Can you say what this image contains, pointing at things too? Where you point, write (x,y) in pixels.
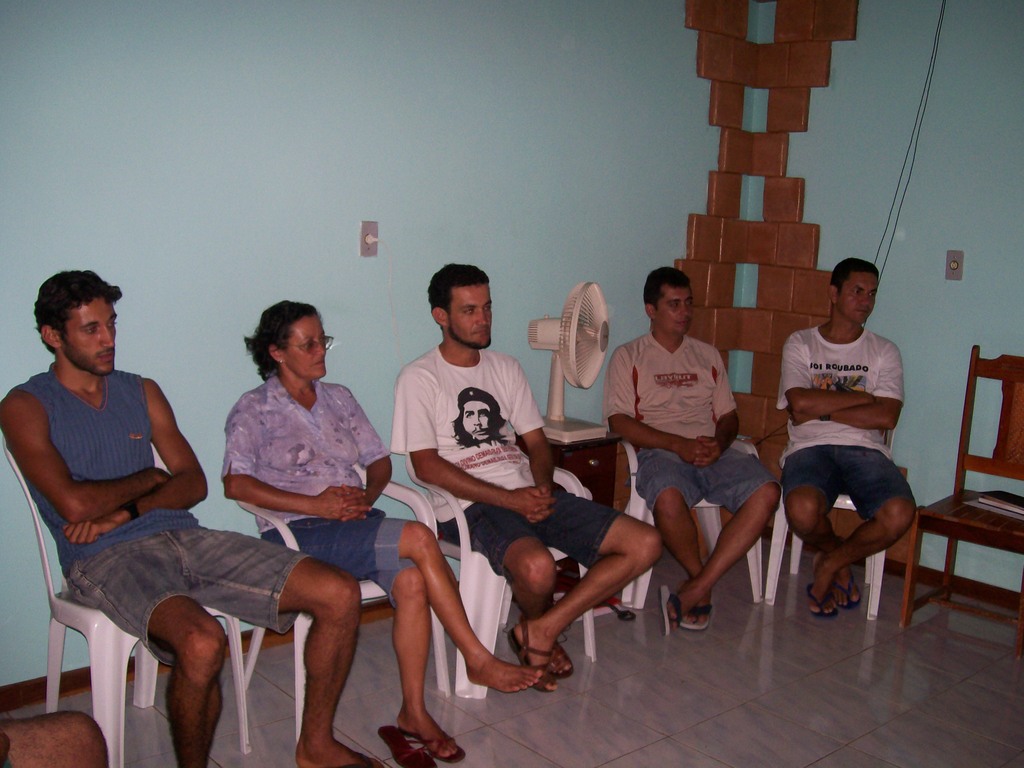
As we can see in the image, there are five persons (366,447) sitting on chairs (425,486). In the middle (582,386) there is table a fan (586,378). Behind them there is a wall (363,185) and the floor (700,681) is in white color.
